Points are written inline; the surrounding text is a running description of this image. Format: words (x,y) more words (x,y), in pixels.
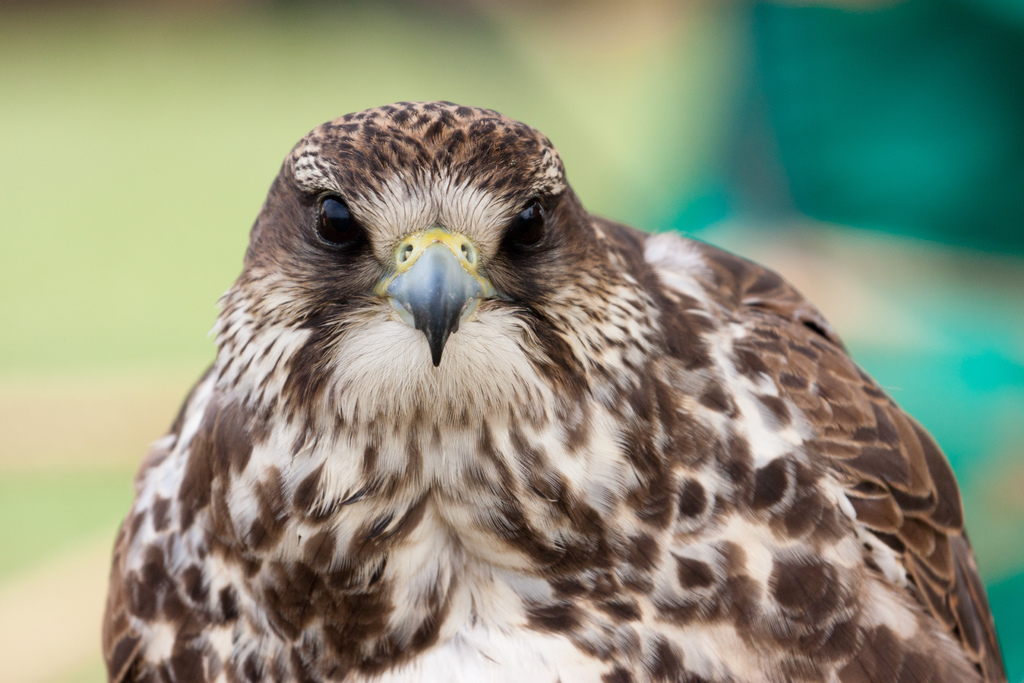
This picture is of a hawk (245,527) which is in brown and white color.
